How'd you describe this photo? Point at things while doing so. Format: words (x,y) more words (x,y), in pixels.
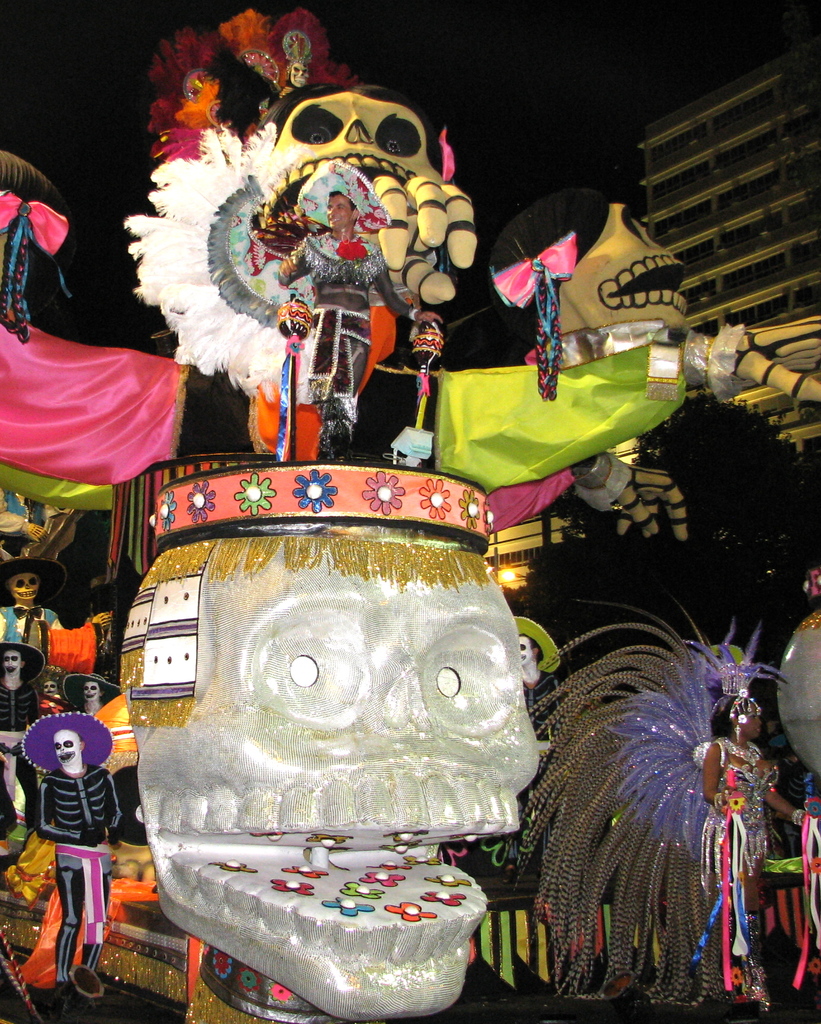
In this picture there is a person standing on the vehicle (333,870). On the left side of the image (65,790) there are group of people (109,693) with costume (80,886) are standing. On the right side of the image (681,742) there is a woman (747,981) walking on the road (568,1006). At the back (659,181) there is a building (788,153). At the top (571,90) there is sky (538,79). At the bottom (472,1000) there is a road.
